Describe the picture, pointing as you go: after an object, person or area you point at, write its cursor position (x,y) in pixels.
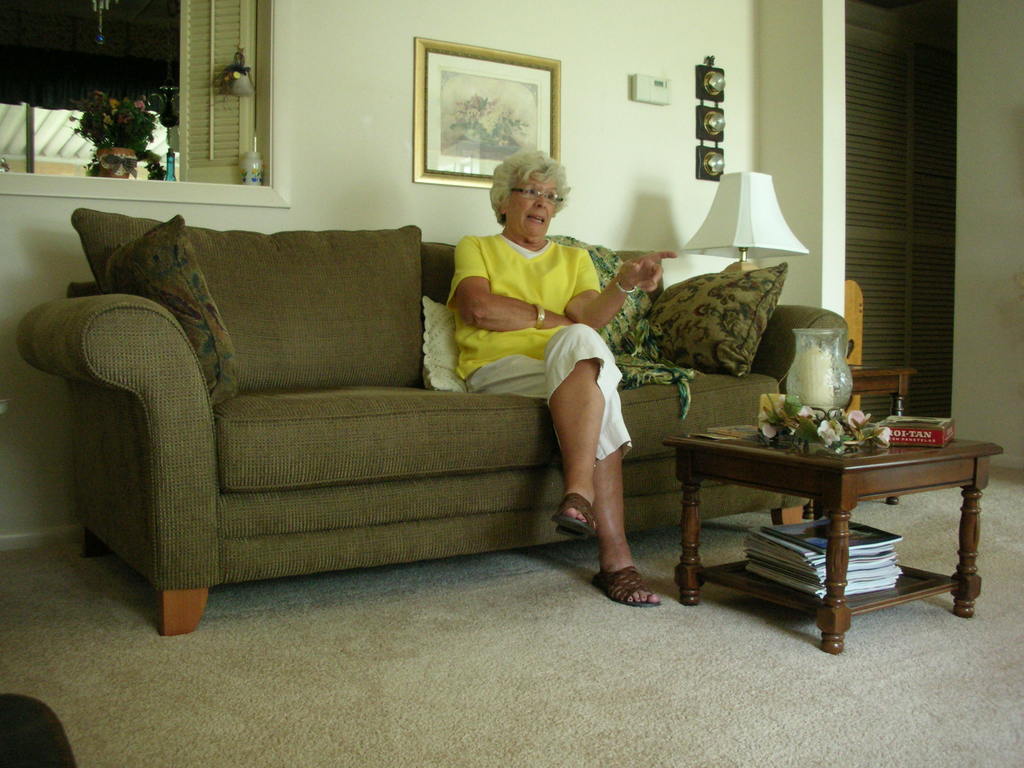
There is a woman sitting in sofa (651,421) beside her there is a table (832,483) and flower vase (813,401) and lamp (743,212). Behind her there is a photo frame (428,125).
